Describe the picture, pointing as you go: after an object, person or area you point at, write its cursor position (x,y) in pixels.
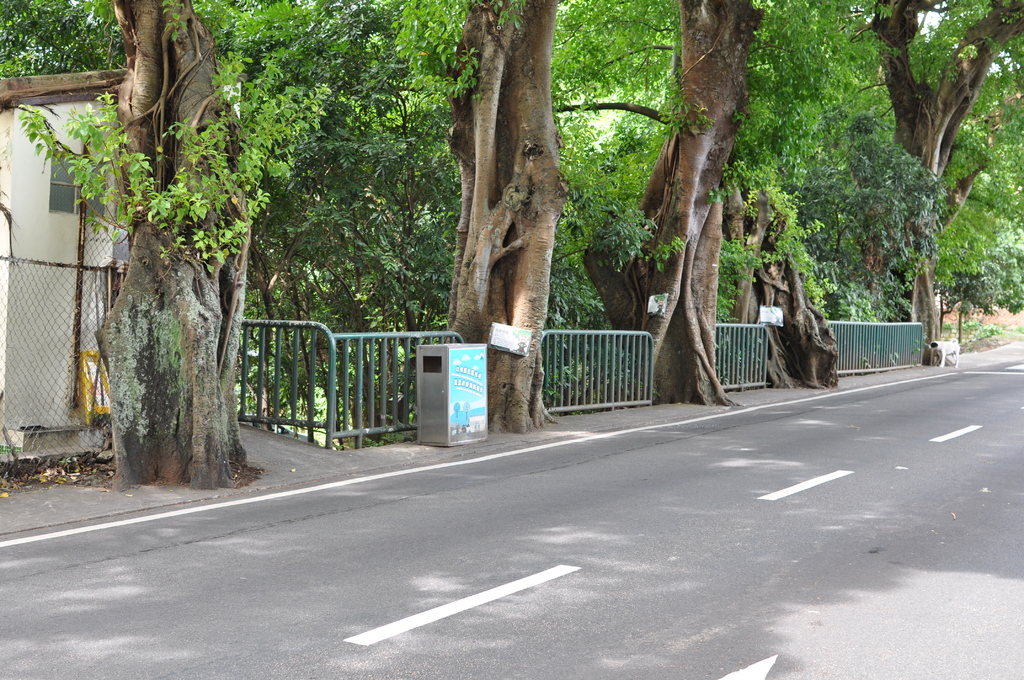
In this image there is a road (677,579) in the bottom of this image (742,546). There is a fencing (374,356) in the middle of this image (383,370) and there are some trees (606,273) on the top of this image (558,194). There is a house (66,241) on the left side of this image (57,240).
